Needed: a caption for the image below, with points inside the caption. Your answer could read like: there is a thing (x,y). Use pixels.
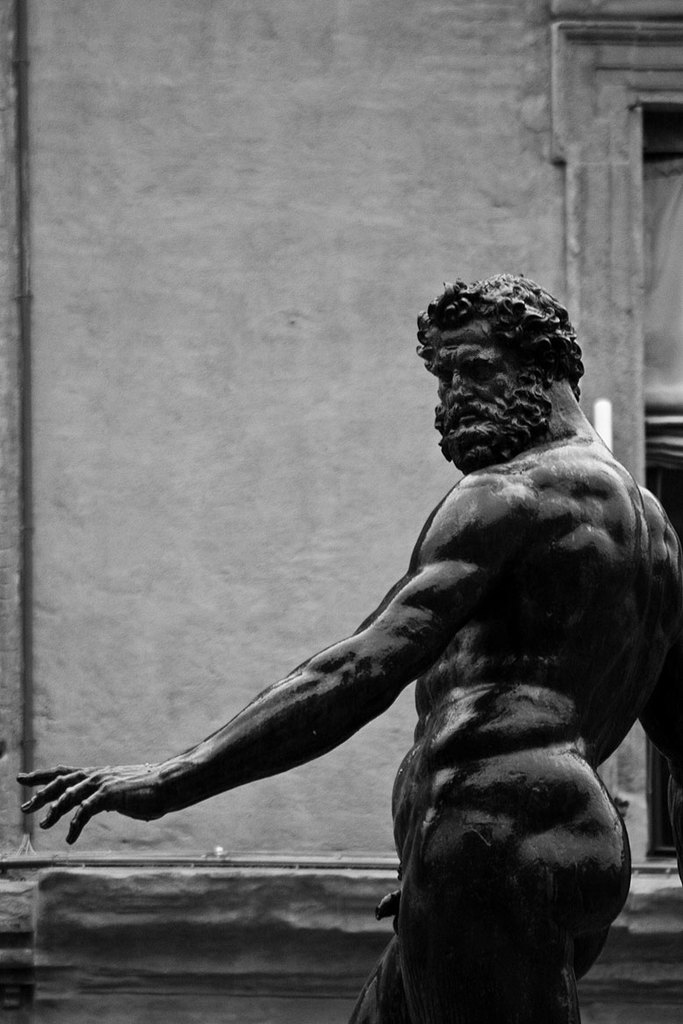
This is a black and white picture, there is a man statue (510,594) on the right side (517,1014) and behind it there is a wall (221,228).
